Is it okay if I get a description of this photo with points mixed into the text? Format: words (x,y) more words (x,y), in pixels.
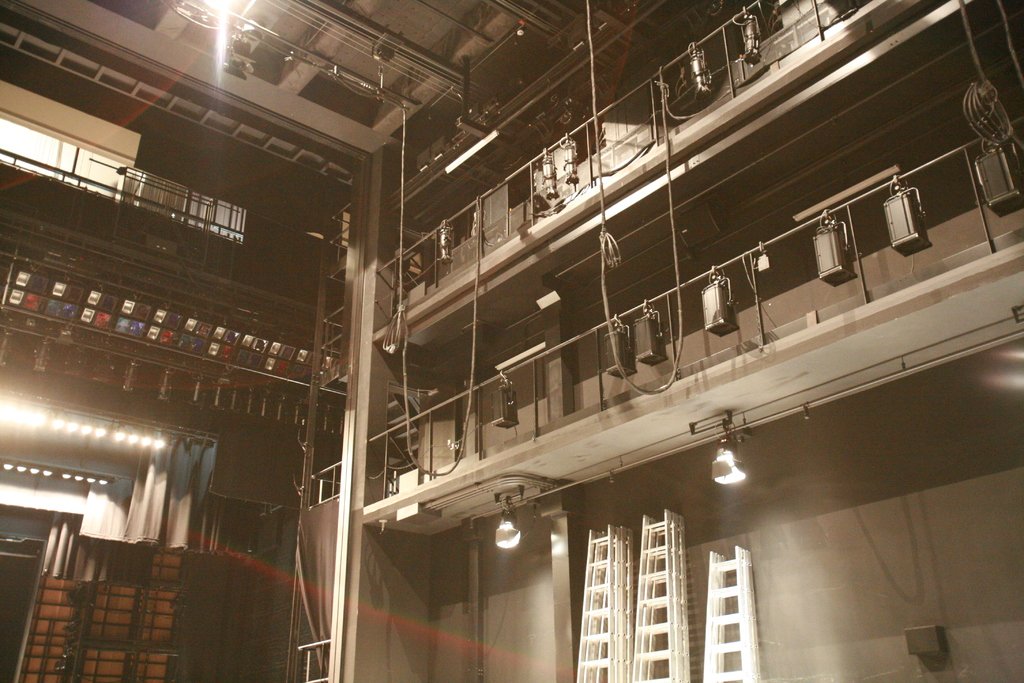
In this picture this is interior of a building (380,238) where there are few objects (723,277) in it.
